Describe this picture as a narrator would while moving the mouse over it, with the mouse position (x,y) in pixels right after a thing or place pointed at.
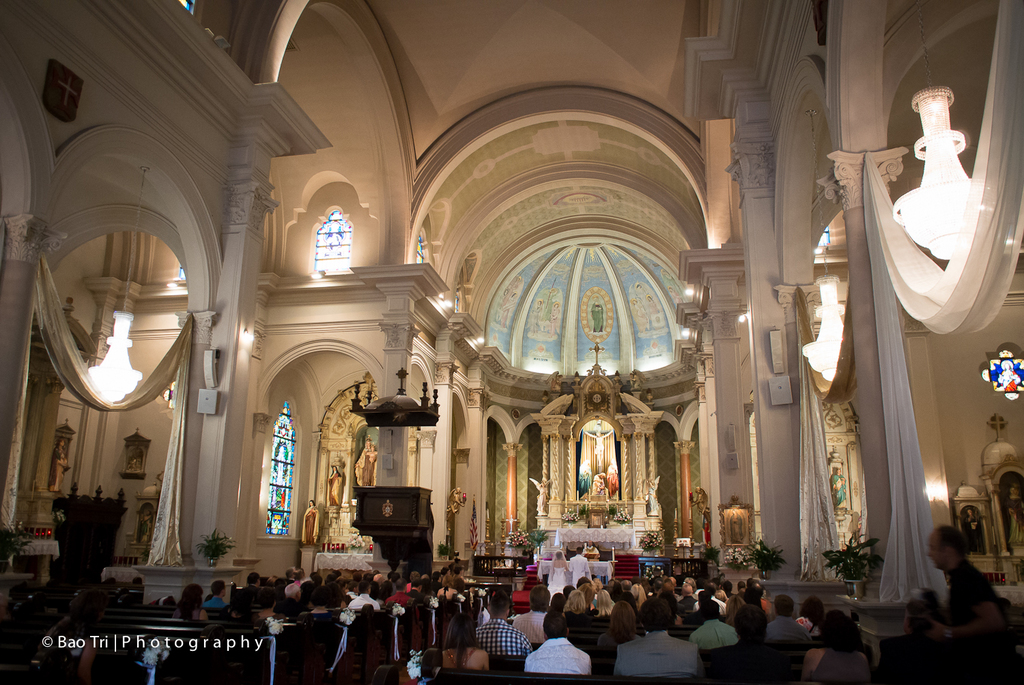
This image is of a church (123,328). At the bottom of the image (748,588) there are many people (447,667) sitting on bench (162,614). At the left side (193,641) bottom of the image (118,634) there is text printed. At the center of the image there is a god's idol (610,488). At the top of the image (607,64) there is roof (598,59). At the left side of the image (45,303) there are curtains (167,378) to the walls (192,353).
